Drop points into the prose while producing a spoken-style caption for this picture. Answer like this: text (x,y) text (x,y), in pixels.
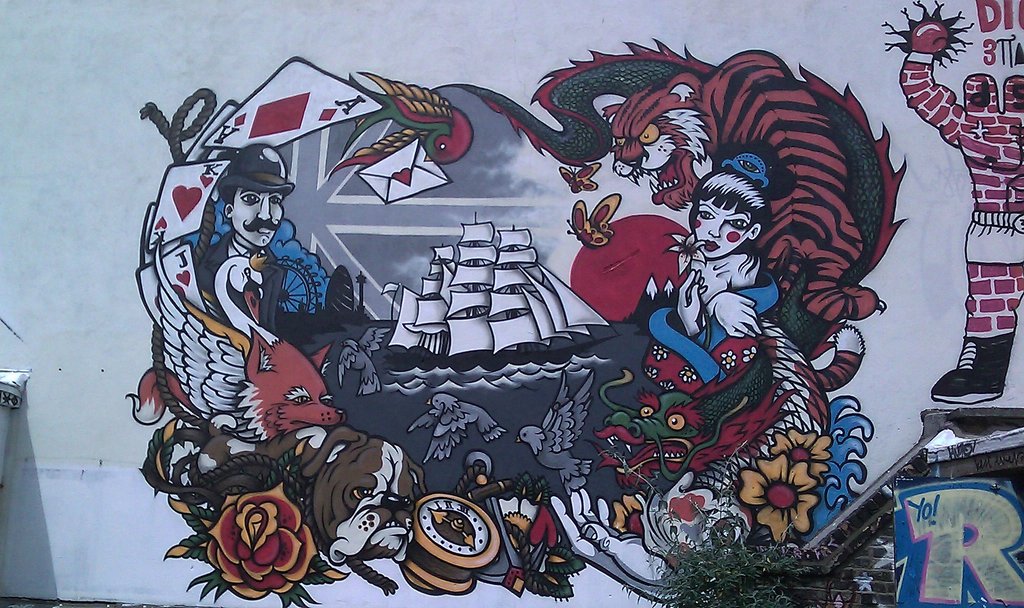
In this image there is a wall (128,388) and on the wall (904,335) there is a painting (484,323) and there are leaves (732,573) visible.
